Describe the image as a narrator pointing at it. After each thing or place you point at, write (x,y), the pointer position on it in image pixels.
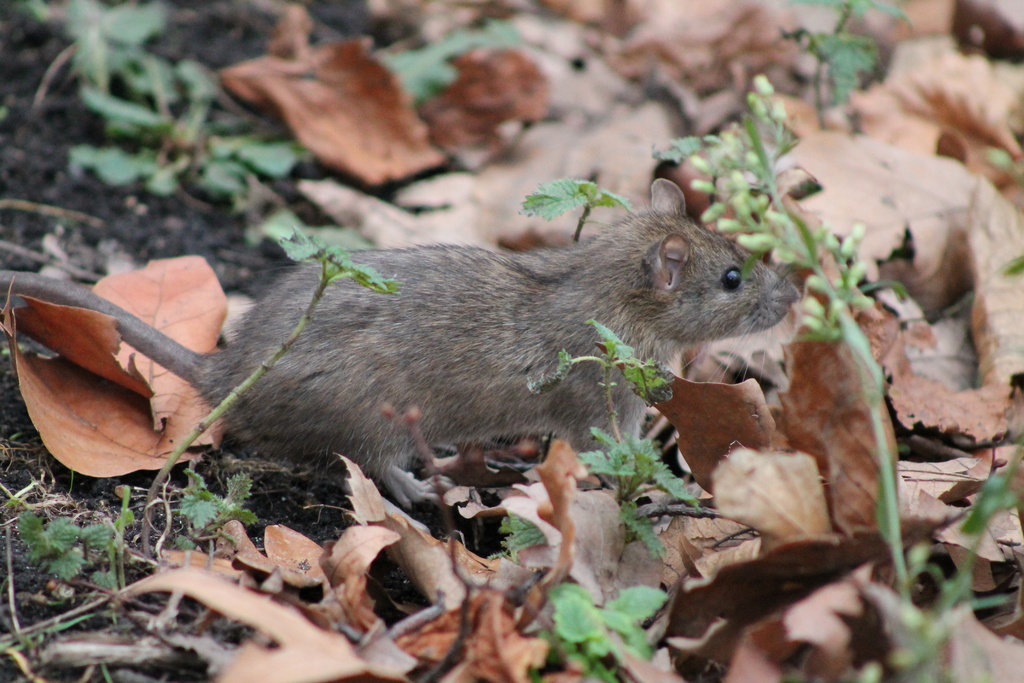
In this picture I can see a mouse (543,354) and grass (632,590). I can also see some leaves (584,566) on the ground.
